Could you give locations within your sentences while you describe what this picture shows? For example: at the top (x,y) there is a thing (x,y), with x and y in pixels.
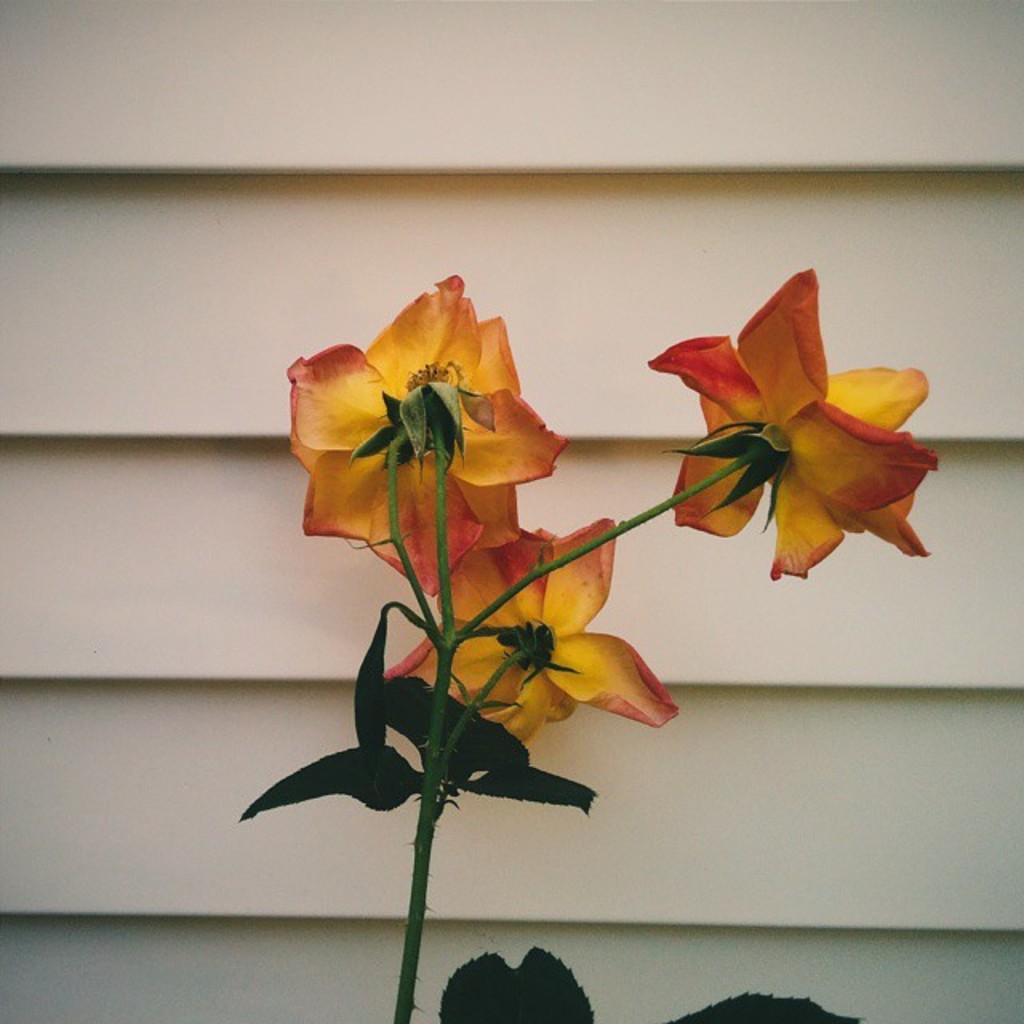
In this picture we can see a plant (405,680) with flowers (435,583) and leaves (348,780). Behind the flowers (475,582), there is a wall (131,532).
